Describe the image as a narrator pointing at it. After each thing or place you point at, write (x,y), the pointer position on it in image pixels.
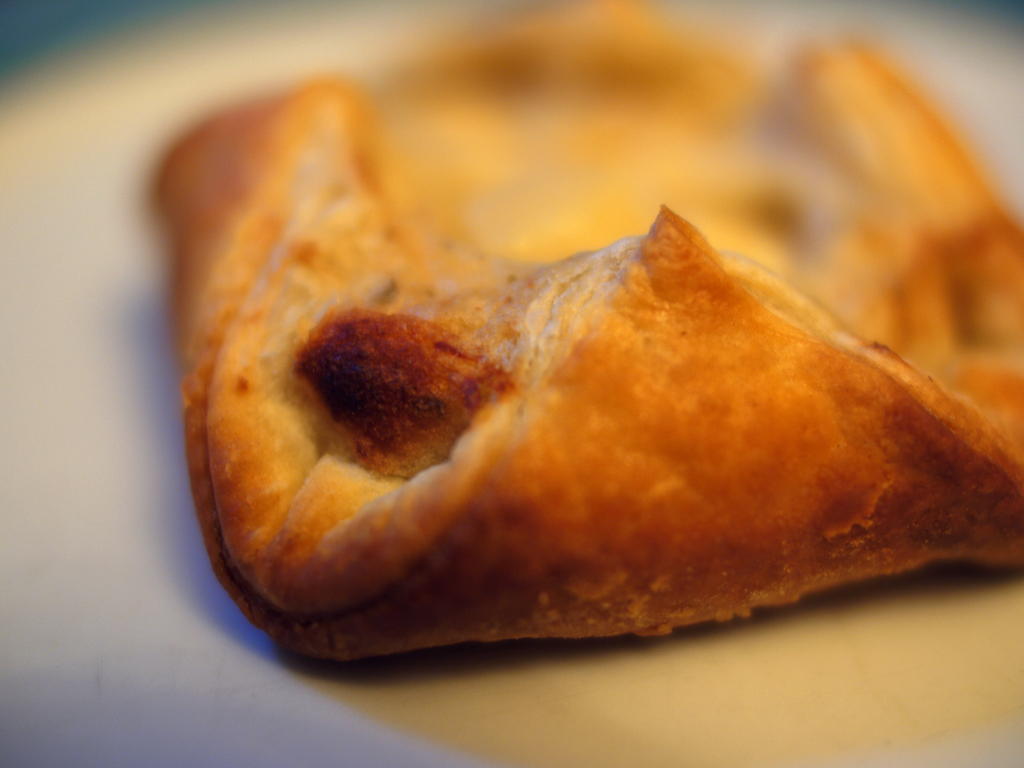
In this picture, we see a white plate (177,511) containing a puff pastry (466,229). This picture is blurred in the background (388,61).
